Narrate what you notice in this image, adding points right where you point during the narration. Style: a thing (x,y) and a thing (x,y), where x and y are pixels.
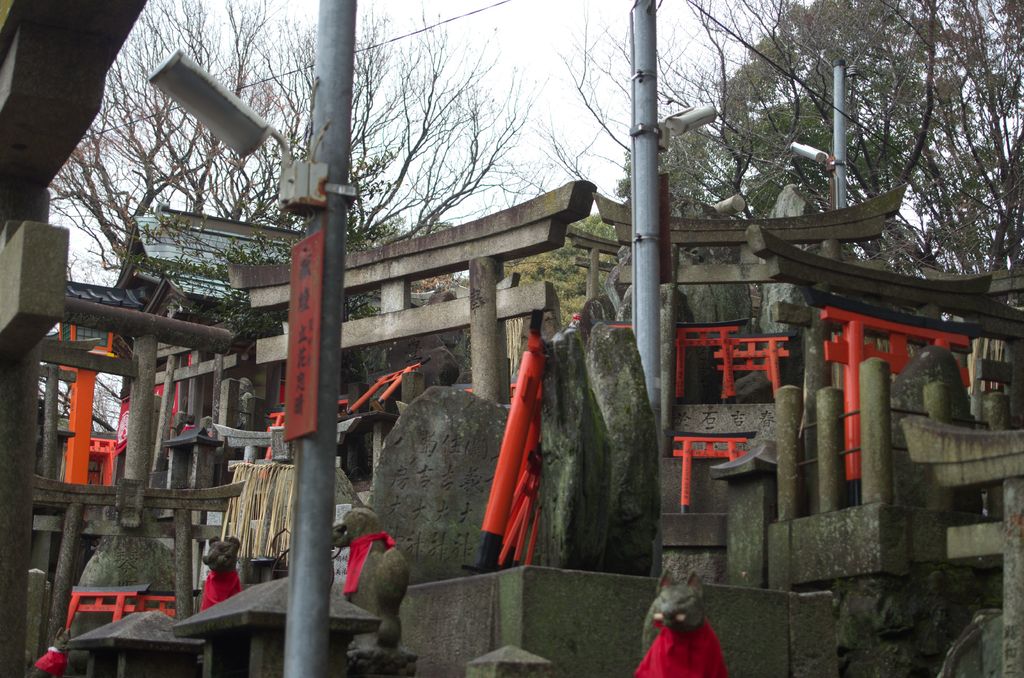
In this image I can see few rock structures (523,585), few rock arches (425,246), few metal poles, a red colored board (310,346) to the pole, a light (290,160) and few statues (692,608). In the background (247,87) I can see few trees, a building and the sky (544,39).
